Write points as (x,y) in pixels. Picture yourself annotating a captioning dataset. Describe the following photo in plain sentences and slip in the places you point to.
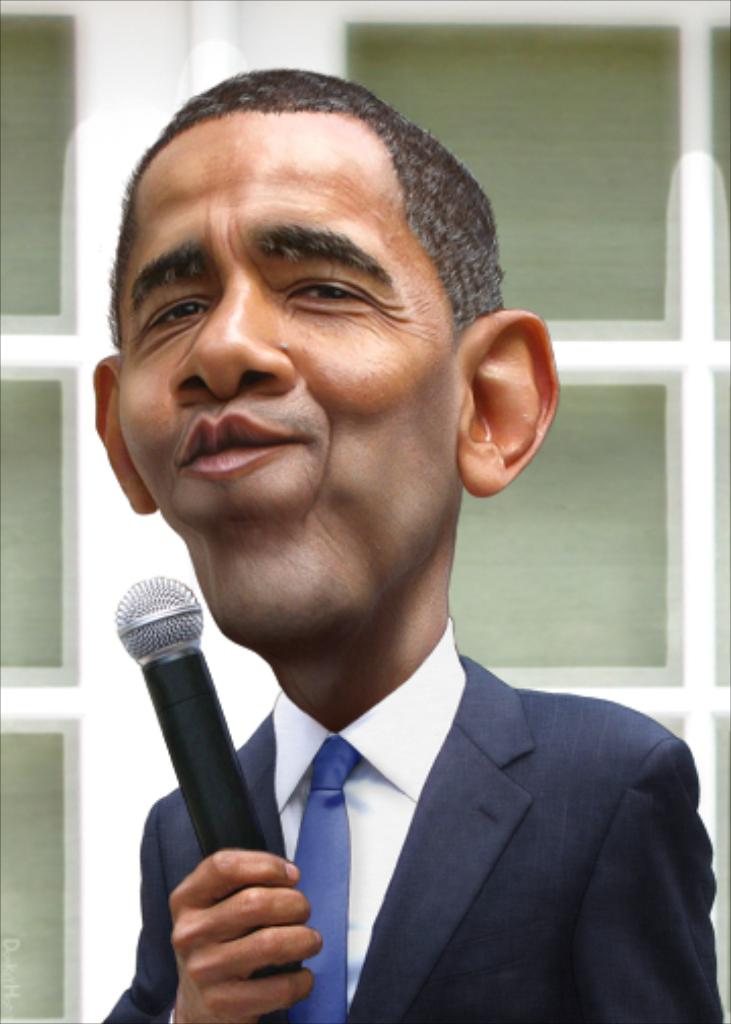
This looks like an edited image. A man (518,838) is wearing a suit (473,902) with white shirt (370,803) and tie (305,838). He is holding mike (214,768) in his hand (200,902). At background (524,615) I can see a door (630,425) with a white wooden frame (676,340).
